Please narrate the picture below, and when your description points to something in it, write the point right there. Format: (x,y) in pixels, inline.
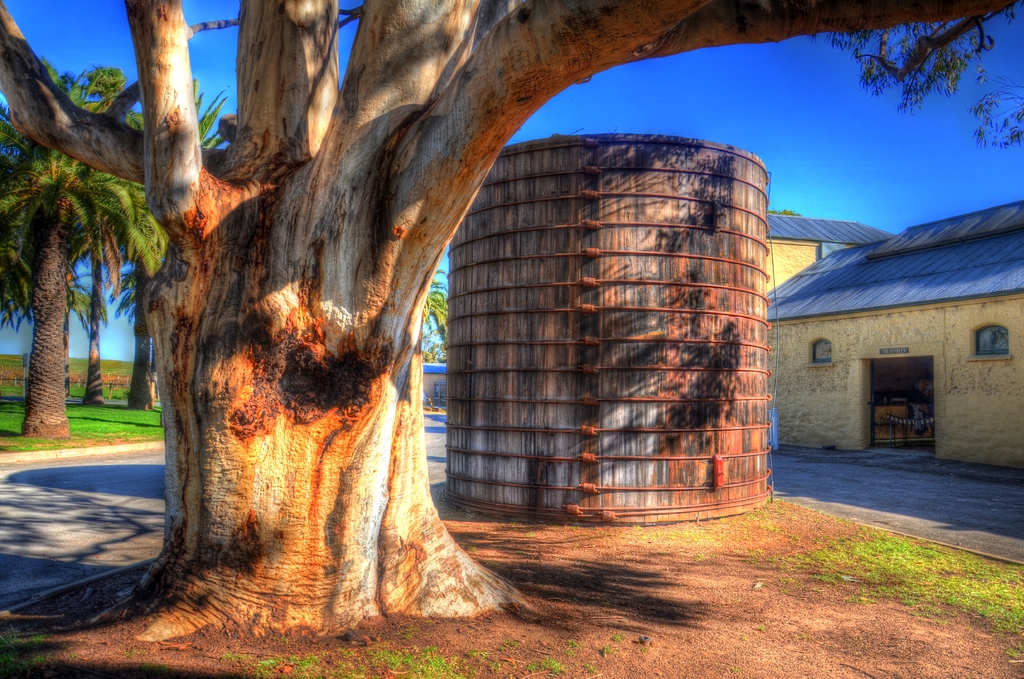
In this image I can see the tree (323,422) and an object (503,409). To the right (917,338) I can see the houses (895,376). In the background (67,388) I can see many trees (45,397) and the blue sky (799,42).
